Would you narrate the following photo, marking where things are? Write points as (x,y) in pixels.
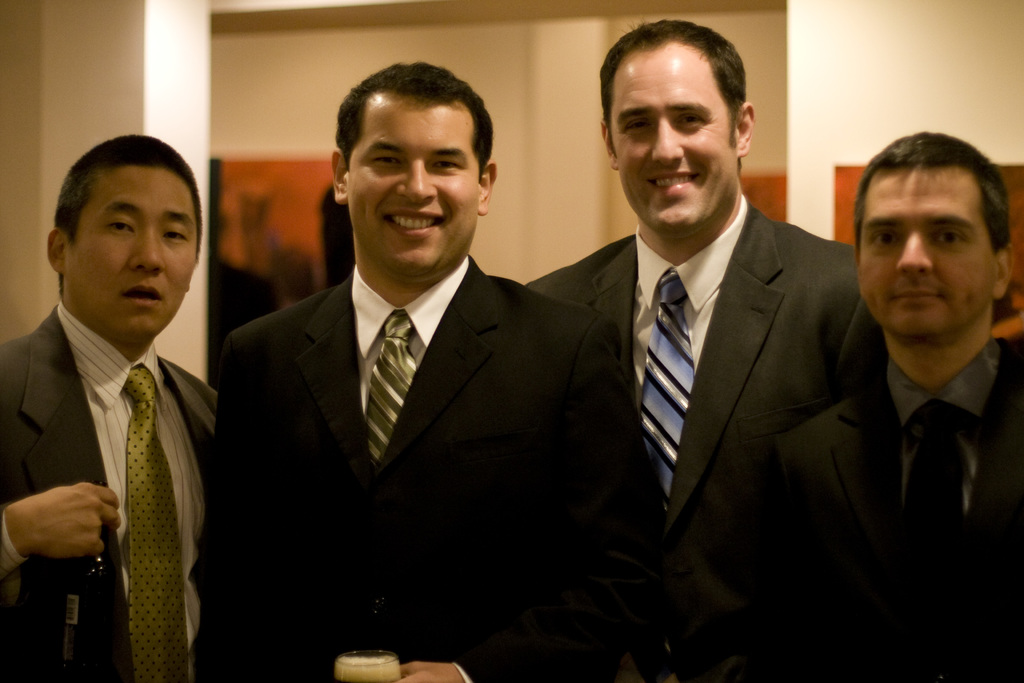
In the image we can see in the background (71,79) there is a cream colour wall (258,73) on which red colour photo frames (275,228) are kept and in front (76,494) there are four men (591,472) standing. The two men (369,428) in the middle (497,363) are smiling and all the men (331,484) are wearing formal suits (458,489). The men (131,370) at the corner left hand side (89,606) is holding a bottle (103,586) and the middle man (384,629) beside him is holding a glass (361,666).
